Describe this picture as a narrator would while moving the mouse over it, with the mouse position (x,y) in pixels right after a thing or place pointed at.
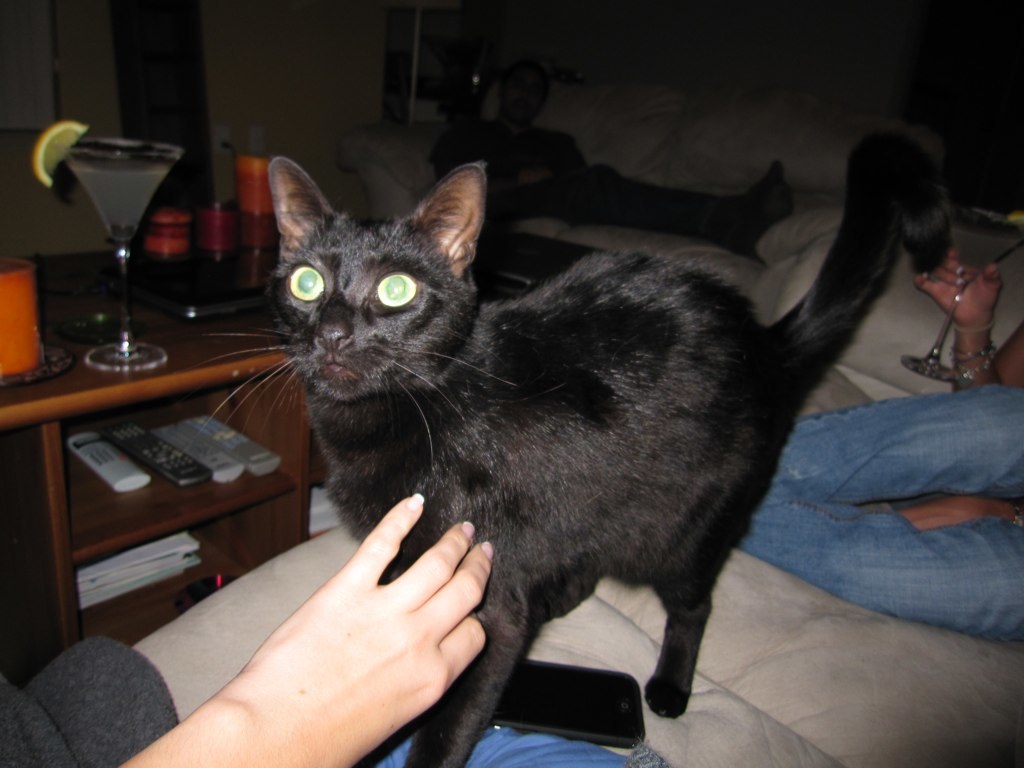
At the bottom (681,541) on the sofa (870,667) we can see a cat (569,437) is standing, mobile (604,686), a person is sitting and holding a glass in the hand (972,287) and a person hand (418,649). In the background (128,196) there is a glass (115,197) with liquid (99,189) in it and a lemon slice (46,148) on it and there are glasses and other objects (4,350) on the table (133,539) and under the table (168,349) there are remotes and books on the racks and we can see wall (32,193), objects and a person (582,198) is sitting on the sofa (712,634).
